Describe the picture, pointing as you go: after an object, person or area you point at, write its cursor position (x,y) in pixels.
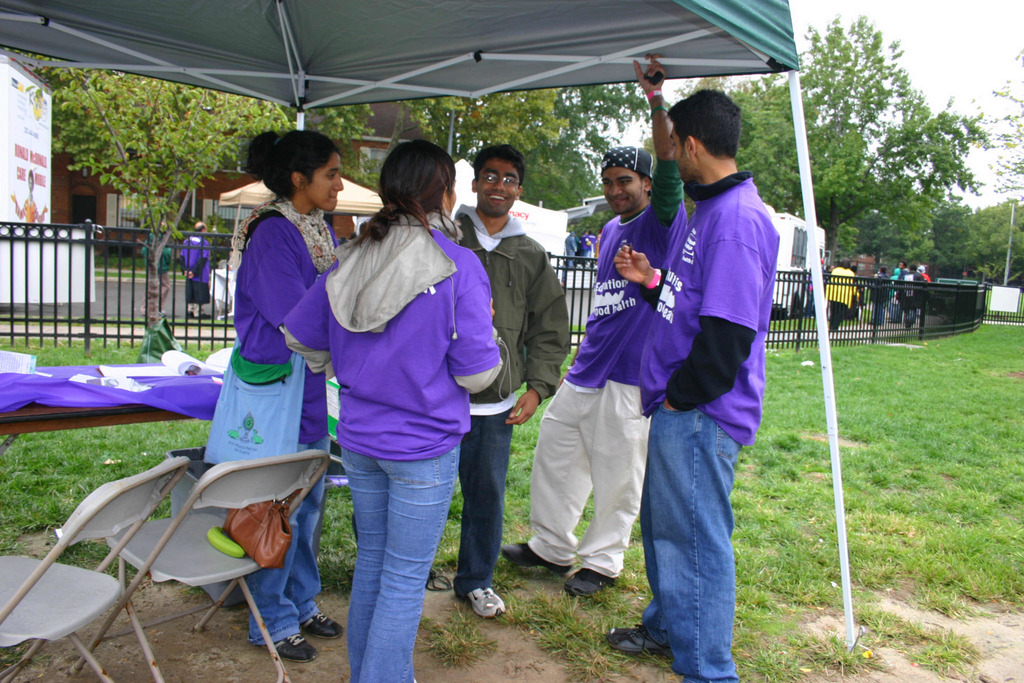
In this picture there are five members (518,273) standing. Three of them were men (514,238) and two of them were women (269,299). There are two white color chairs (111,542) on the left side (35,599). All of them were smiling. There is a black color railing (842,282) and we can observe some grass (905,439) on the ground (901,415). They are standing under the tent (495,87). In the background (841,158) there are trees (229,113) and a sky (943,77).
